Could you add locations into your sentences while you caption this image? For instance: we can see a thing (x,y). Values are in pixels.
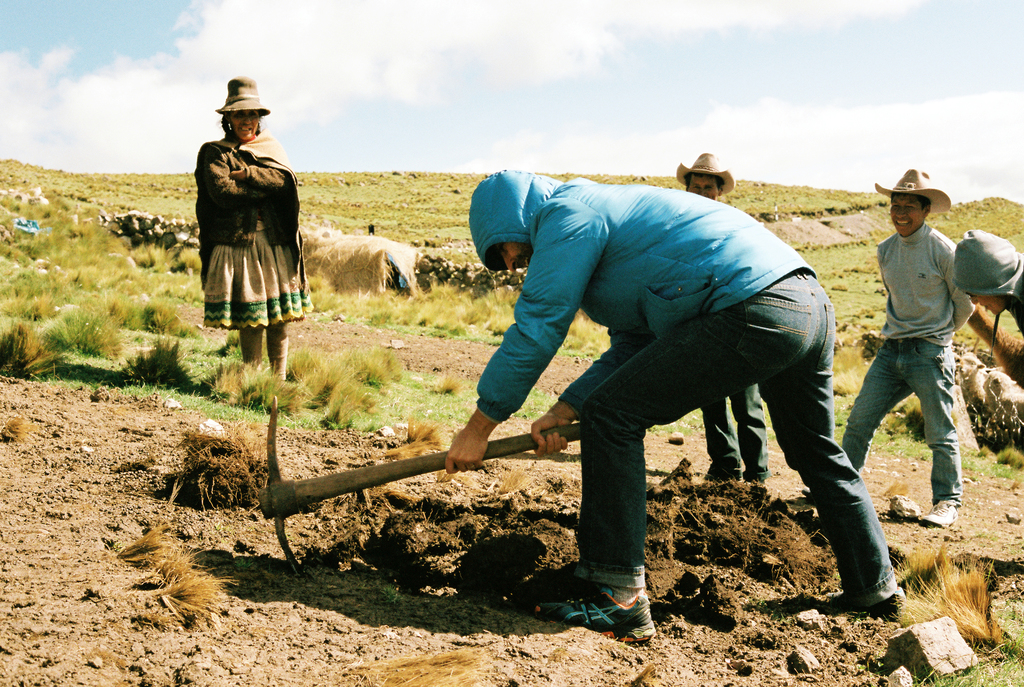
In this image we can see some persons (650,351), earth excavation tool (433,465), grass (732,194) and other objects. In the background of the image (50,194) there is the grass (153,194) and other objects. At the top of the image (404,83) there is the sky (490,28). At the bottom of the image (578,630) there is the ground (472,642).
